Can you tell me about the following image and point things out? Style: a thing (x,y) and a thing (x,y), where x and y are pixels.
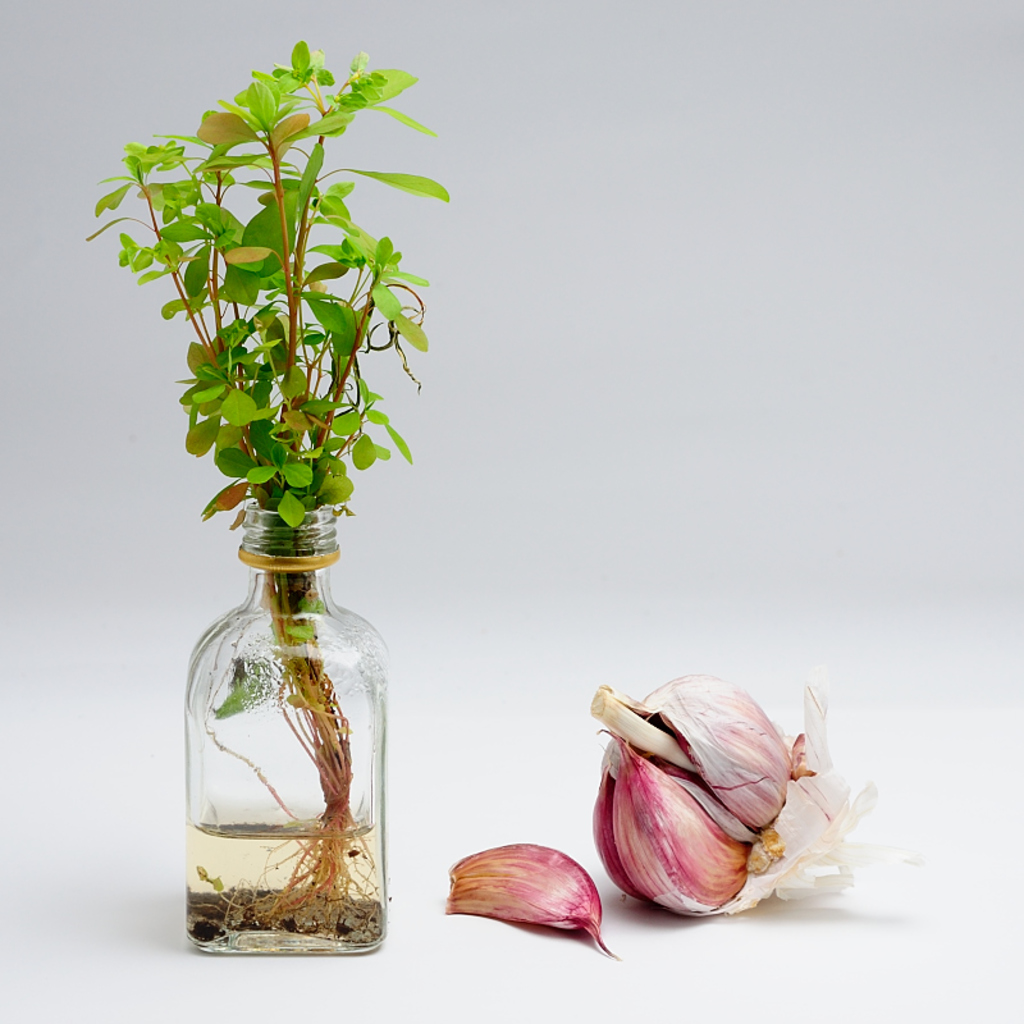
In this image there is a garlic (622,813) and a bottle (273,736) which consist of a plant (304,511).
